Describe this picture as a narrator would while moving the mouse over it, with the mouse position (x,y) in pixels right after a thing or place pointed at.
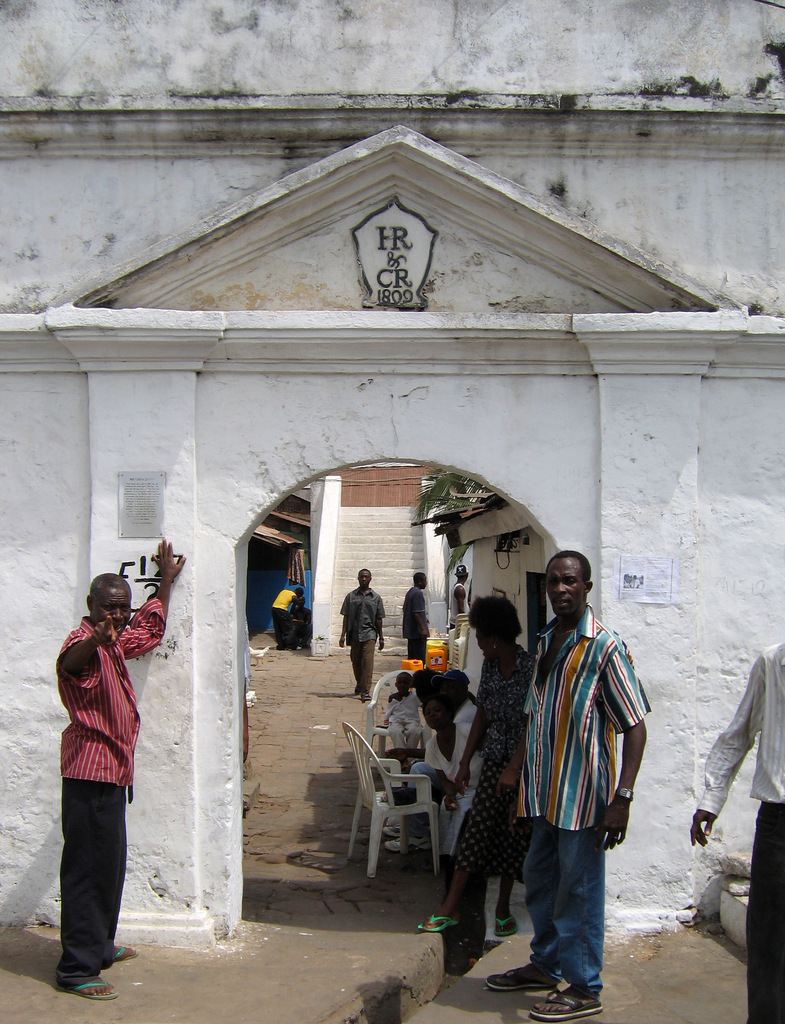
In this image we can see people (536,757) standing. In the background of the image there are staircase (377,576). There are people (366,628) walking. There are few people (402,722) sitting on chairs (381,834). There is a wall (182,41) with some text (387,278) on it. At the bottom of the image (240,993) there is floor (321,1000).
